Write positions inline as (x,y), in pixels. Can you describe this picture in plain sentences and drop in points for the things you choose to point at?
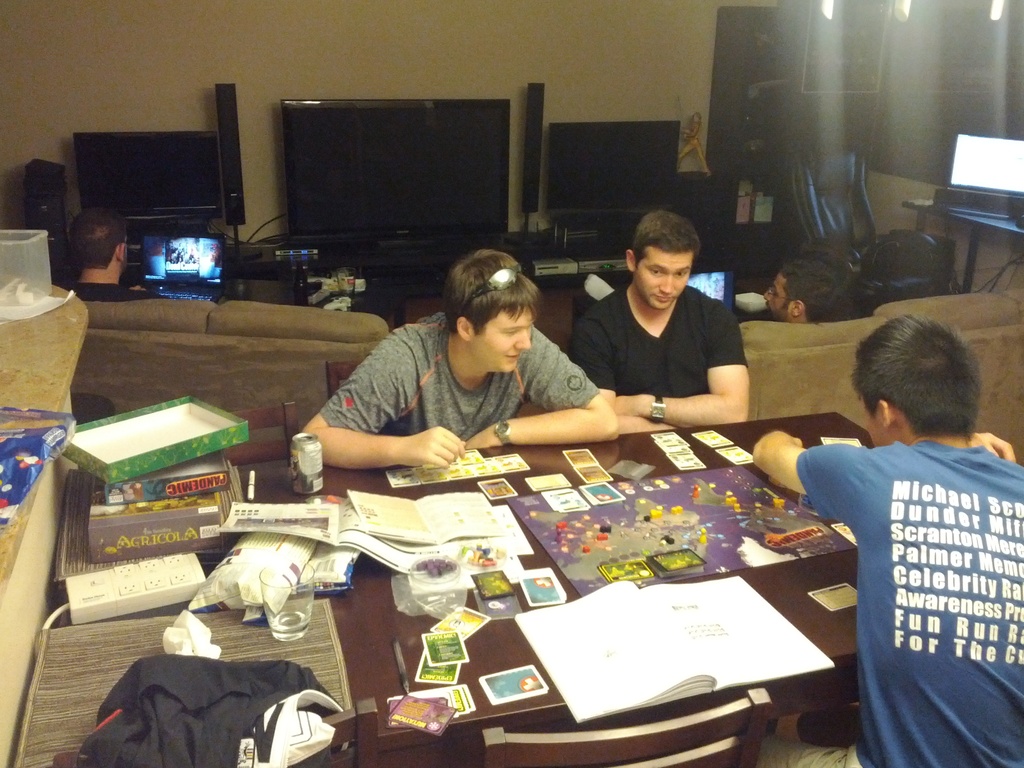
There are three persons (964,541) sitting around a table (355,635) on chairs (347,373). A person (402,386) in grey t shirt (388,390) is wearing goggles (497,282). On the table (507,666) there is a playing things (661,535), cards (502,481), papers (367,531), covers (260,563), extension board (131,576), boxes (111,499), dress (173,686), glass (301,632). In the background (147,179) there is computers (182,202), television (417,170), wall (457,14), sofa (808,337) and some other item (810,184).
